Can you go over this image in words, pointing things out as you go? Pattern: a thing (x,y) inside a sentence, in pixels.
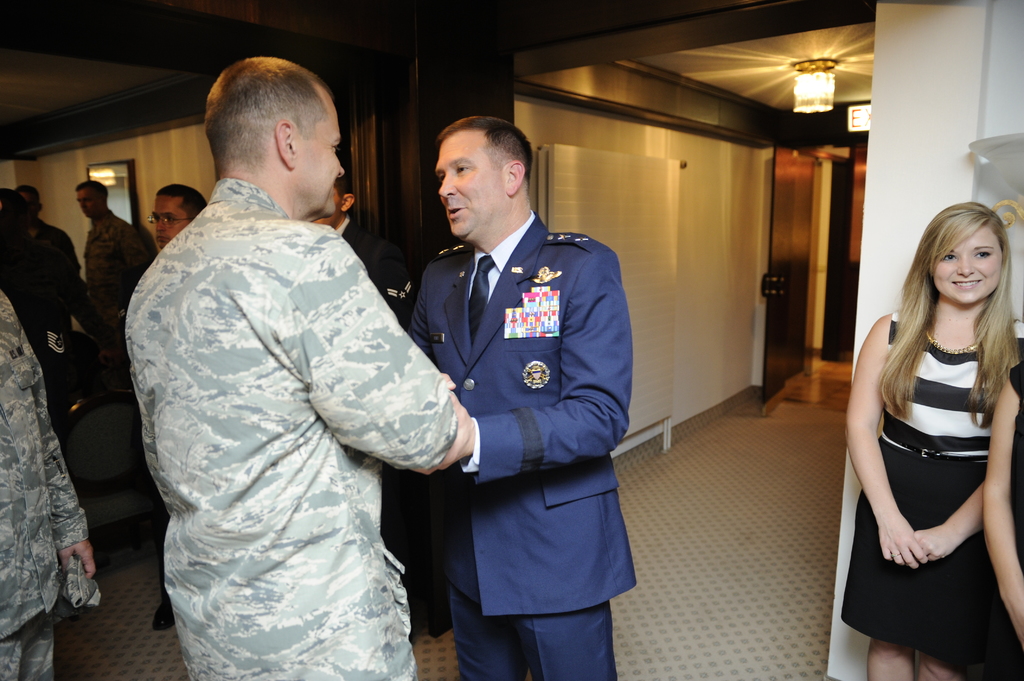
Here men (358,473) and women (949,464) are standing, this is light (826,111) and wall (698,248).
